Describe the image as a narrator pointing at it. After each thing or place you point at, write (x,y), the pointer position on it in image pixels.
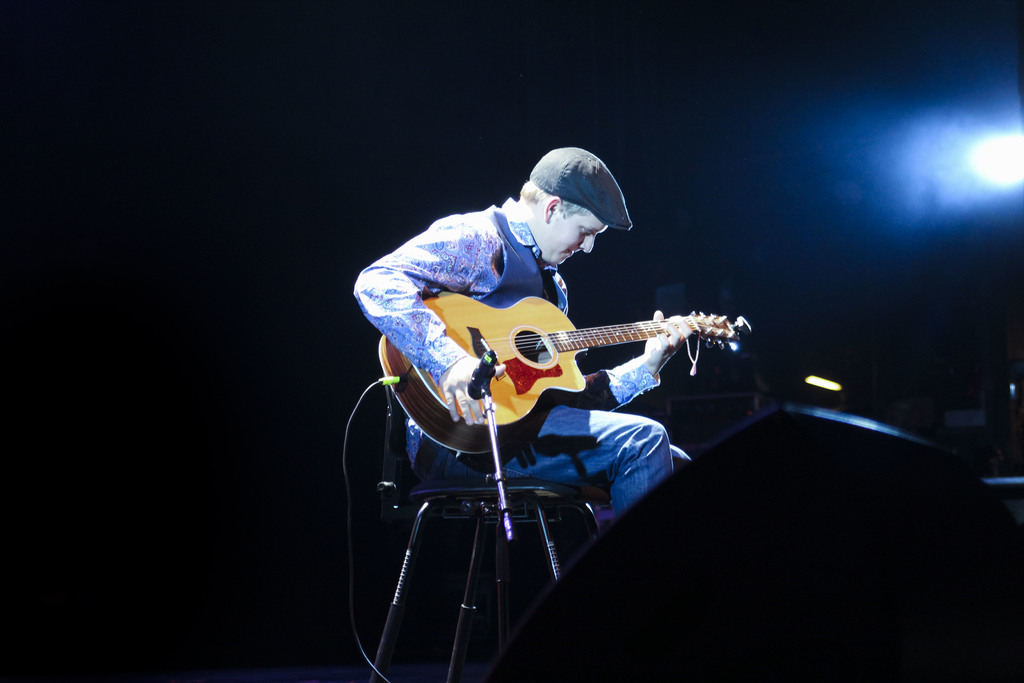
In this image, in the middle (508,263) there is a man (670,350) sitting and he is holding a music instrument (483,346) which is in yellow color, there is a microphone (481,378) which is in black color, in the right side (987,162) there is a blue color light (976,176).
